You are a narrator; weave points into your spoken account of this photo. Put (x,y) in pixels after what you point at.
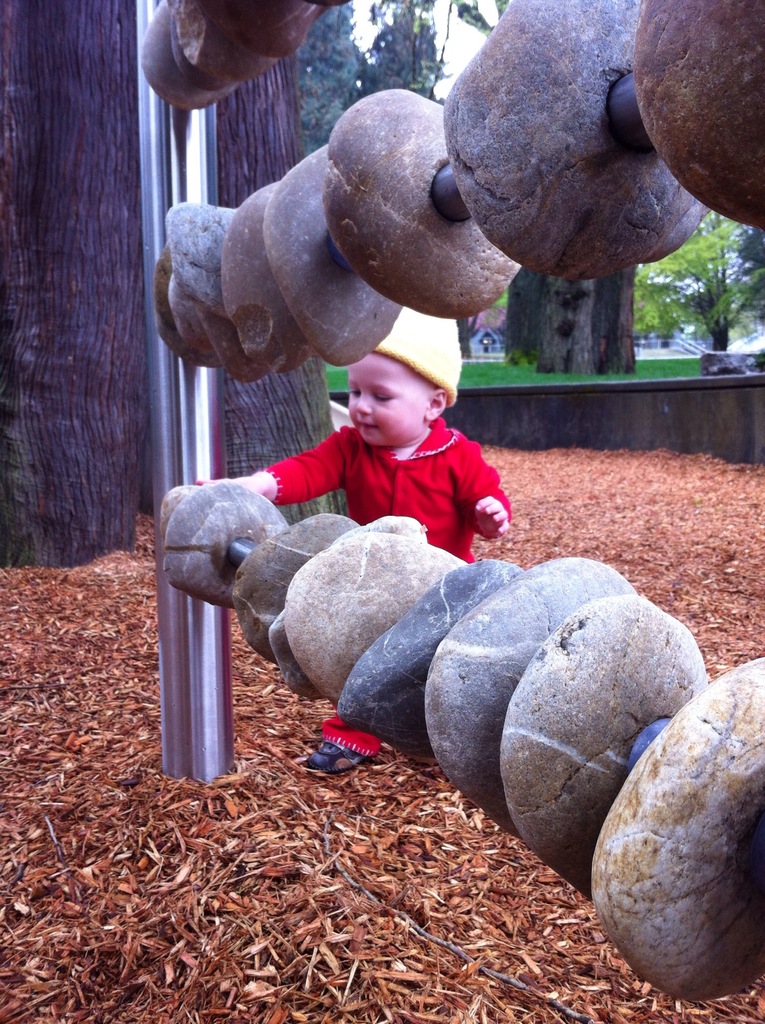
Here in this picture we can see some stones (232,59) inserted in rods (628,86), which are present on the pole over there and in the middle (441,503) we can see a baby (359,487) standing and touching the stones (265,541) and behind him we can see trees (326,430) present all over there.
